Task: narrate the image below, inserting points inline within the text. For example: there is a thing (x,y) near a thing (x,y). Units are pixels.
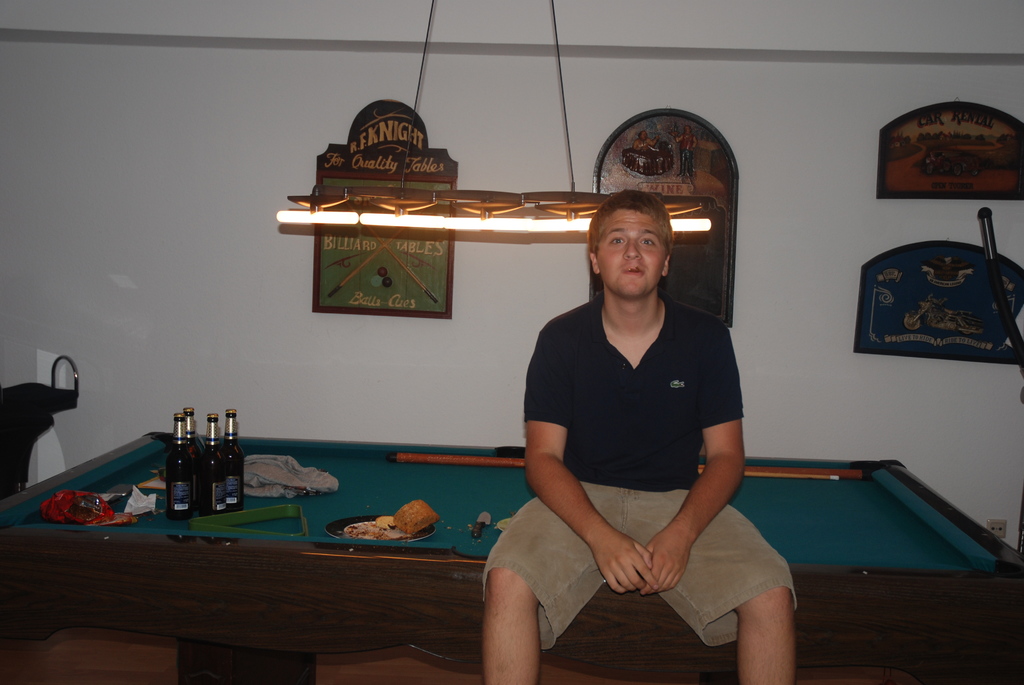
In this image I can see a man (587,570) sitting on a snooker table (433,590). In the background (223,322) I can see few frames (433,171) on this wall (193,195). I can also see few bottles (242,504) on this table (335,513).
